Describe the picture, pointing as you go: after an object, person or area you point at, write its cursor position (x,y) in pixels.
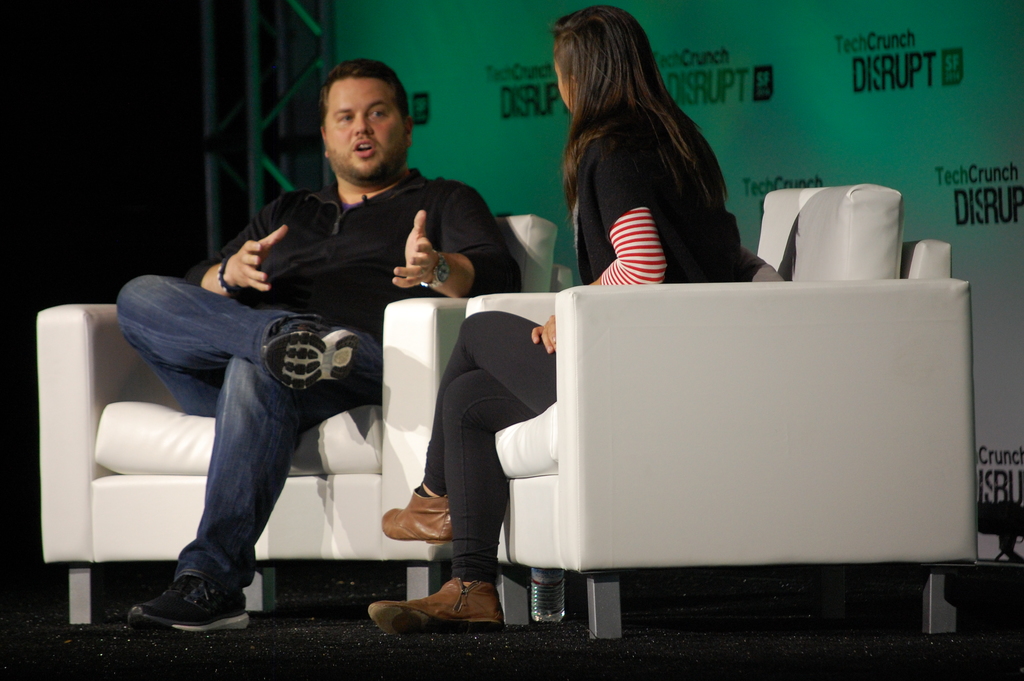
In the background (262,31) we can see the beams (313,30) and a banner (749,56). In this picture we can see a woman (570,192) and a man (413,198) sitting on the chairs (862,414). It seems like a man (397,209) is talking. We can see a water bottle (559,616) on the platform (567,647).
